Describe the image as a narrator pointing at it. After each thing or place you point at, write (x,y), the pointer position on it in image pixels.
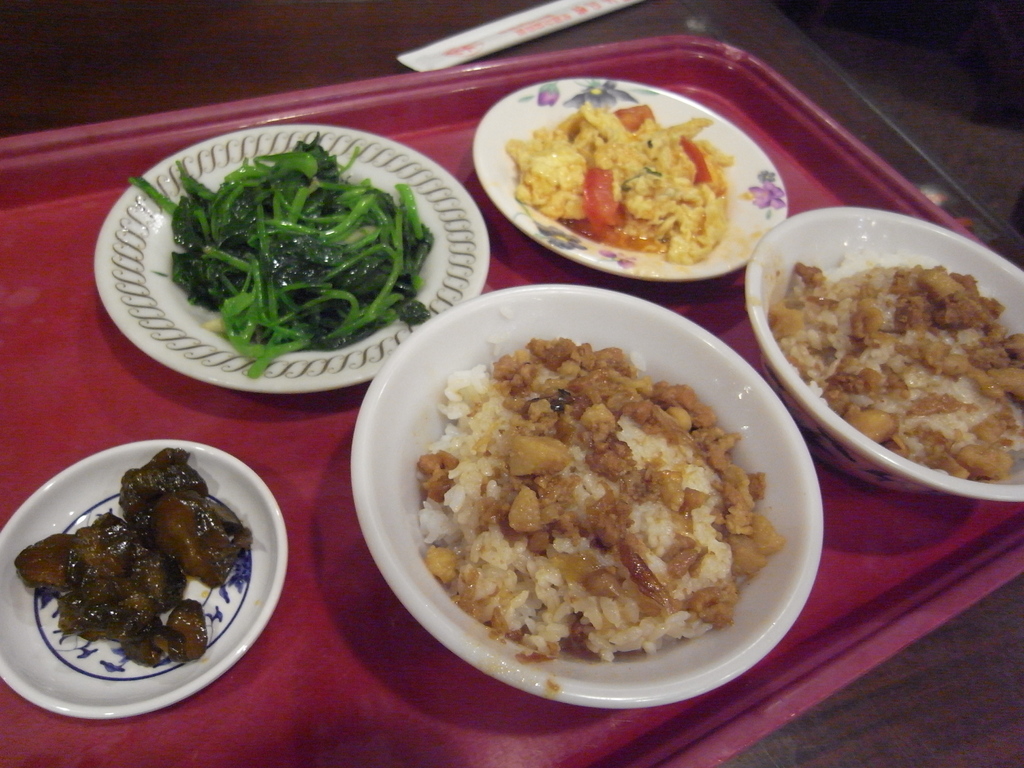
In this picture, we see three plates (459,261) containing food items (279,330) and two bowls (869,447) containing food (958,382) are placed on the pink color tray (5,346) or a table (853,547). Beside that, we see an object (474,52) in white color. In the background (234,69), it is dark brown in color.
